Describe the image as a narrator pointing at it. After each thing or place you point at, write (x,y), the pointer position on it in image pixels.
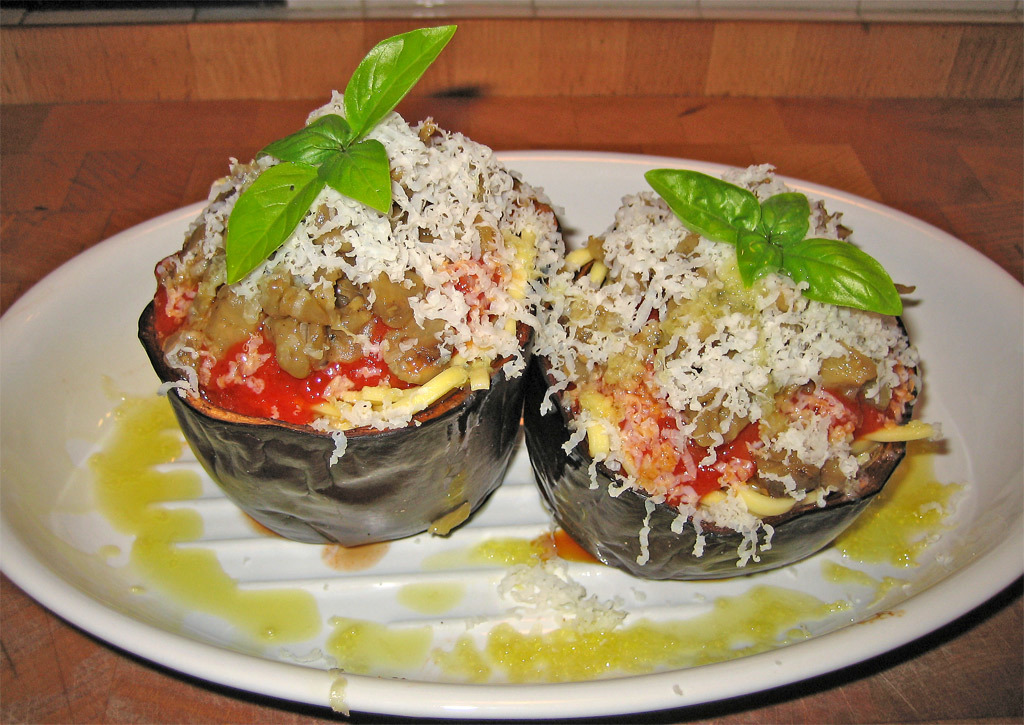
In this picture we can see a white plate (794,651) on the wooden object (904,663) and on the plate (408,545) there are some food items (344,279) and vegetable leaves (338,150).
